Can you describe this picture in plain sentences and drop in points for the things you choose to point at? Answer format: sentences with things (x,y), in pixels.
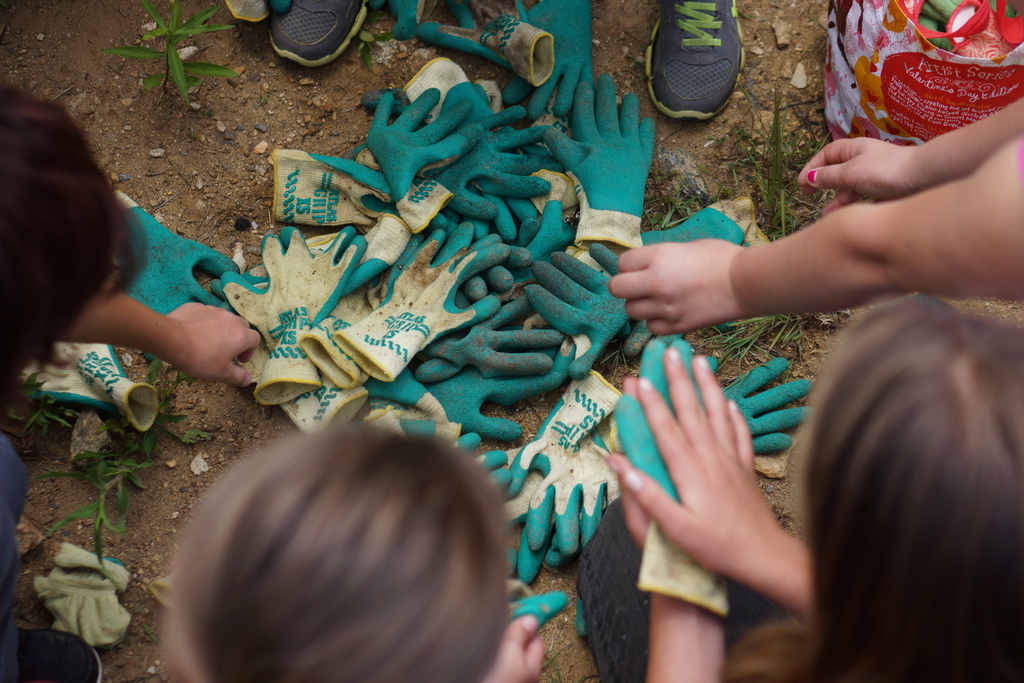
In this image we can see some gloves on the ground (734,159), one pair of shoe (685,103), some people (954,260) standing, one girl (678,382) holding a glove (664,392), one shopping bag (932,74) with clothes (922,22) on the ground (792,118), one girl hands (857,172), some stones (264,127), some plants (120,465) and some grass (794,334) on the ground (218,153).
